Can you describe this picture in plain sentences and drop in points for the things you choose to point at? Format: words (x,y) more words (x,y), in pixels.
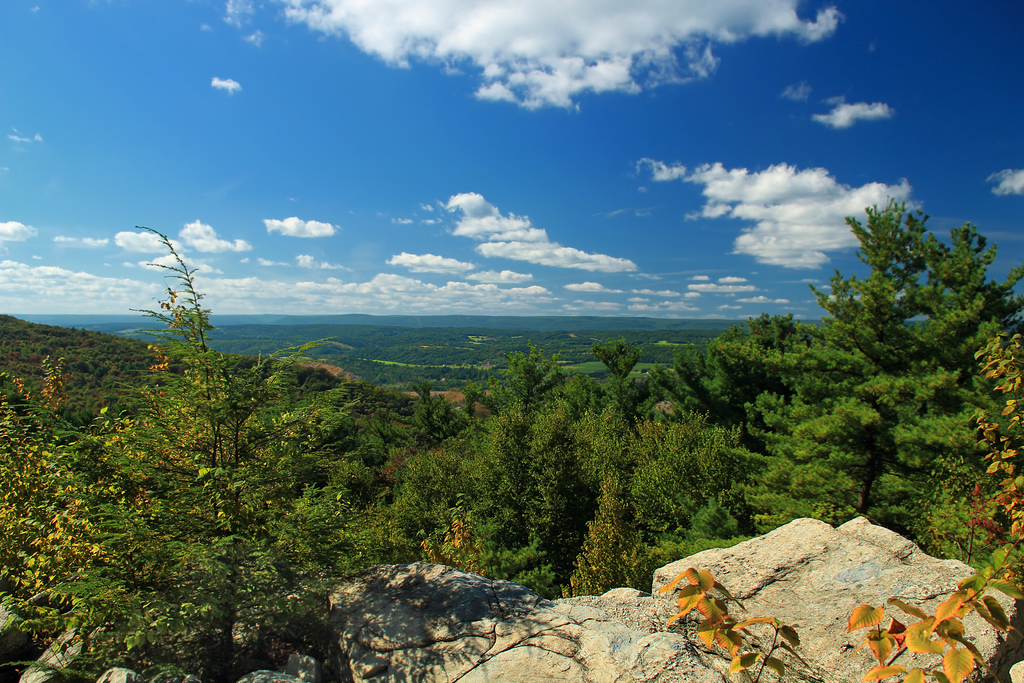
In the picture we can see a stone (768,601) behind it, we can see plants (645,548) and trees (530,548) and far away from it, we can see full of trees (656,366) and sky (468,214) with clouds (468,214).
